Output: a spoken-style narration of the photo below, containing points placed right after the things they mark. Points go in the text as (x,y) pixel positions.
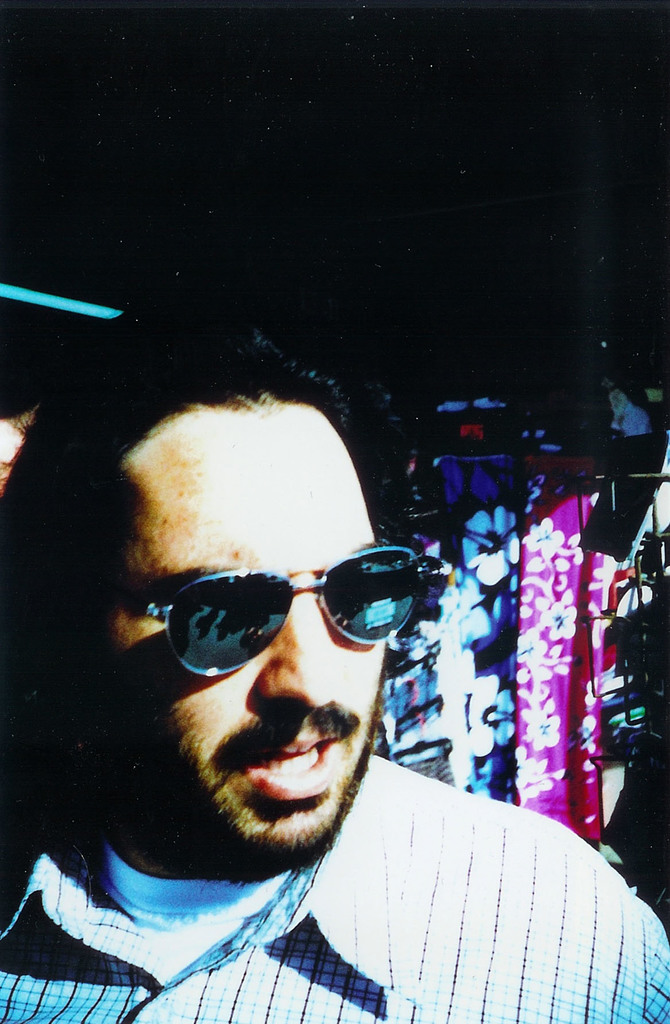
In this image I can see a man (359,802) is talking, he wore shirt (367,937), spectacles (367,614). On the right side (575,497) there is a cloth (539,658) in purple color and another cloth (466,622) with flowers (496,562).
